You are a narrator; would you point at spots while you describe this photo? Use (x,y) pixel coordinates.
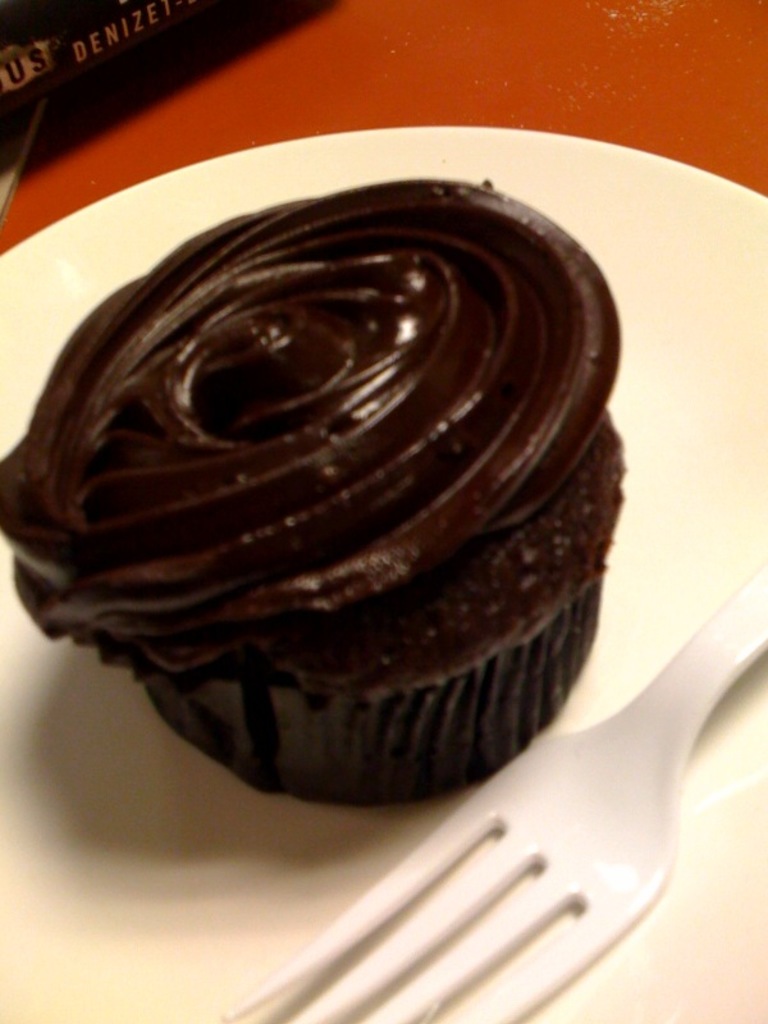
In the center of the image (291,645) there is a cupcake (416,767) and a fork (555,818) which are placed on the plate (669,209).
